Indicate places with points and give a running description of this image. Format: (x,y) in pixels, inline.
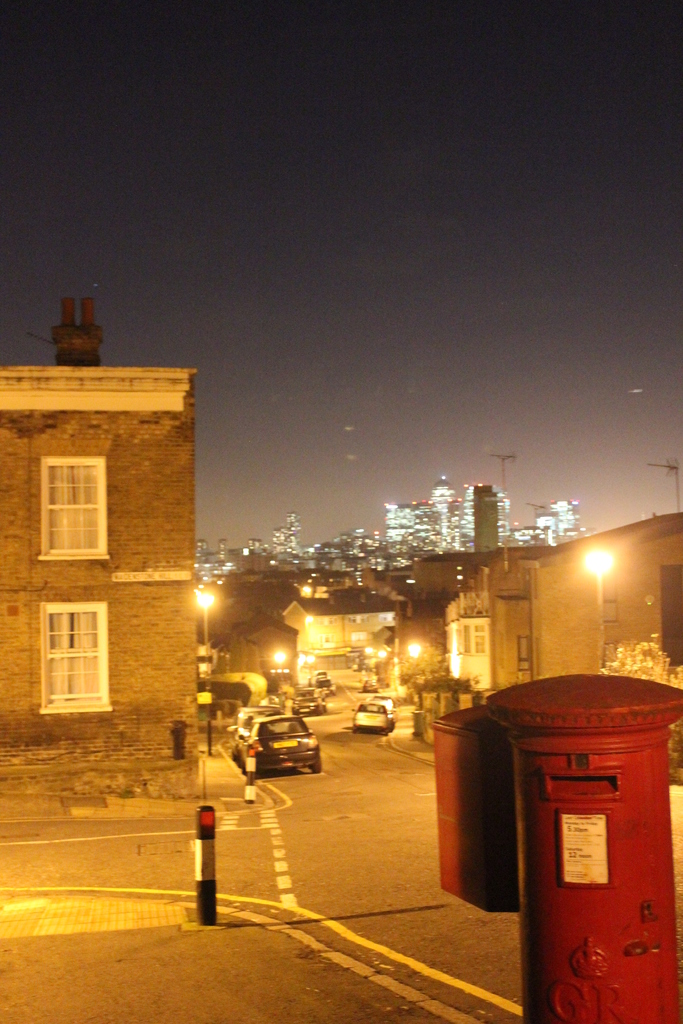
In this picture we can see post box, vehicles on the road (140,892), buildings (564,511), lights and plants (675,684). In the background of the image (407,310) we can see the sky (418,304).
